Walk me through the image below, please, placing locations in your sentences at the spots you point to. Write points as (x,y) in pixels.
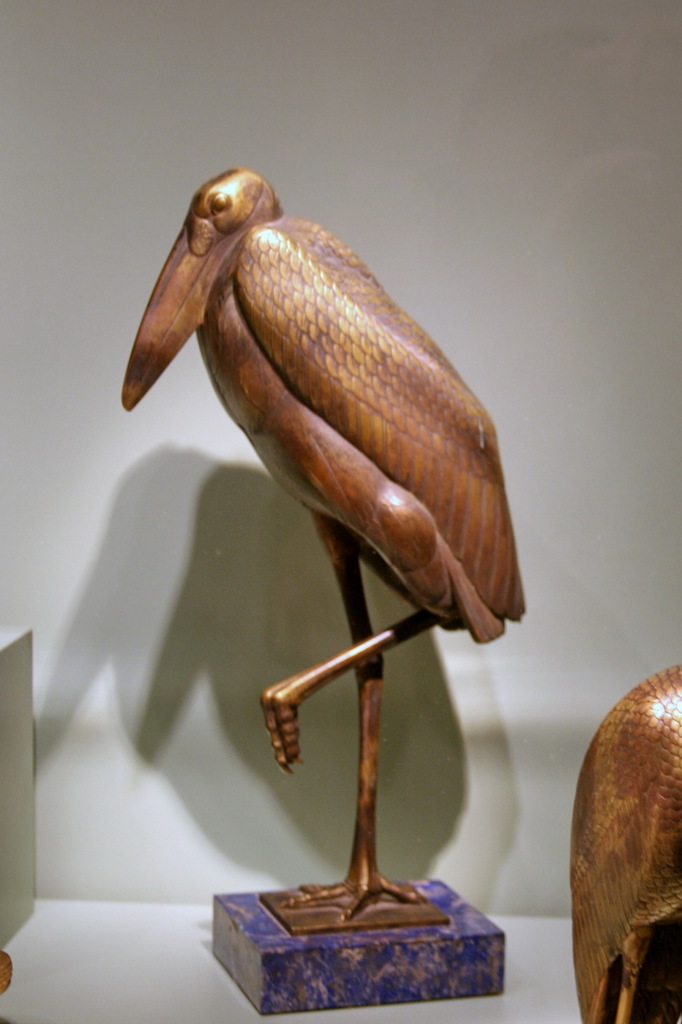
In this image we can see statues (342,941). There is a white background (483,771).
